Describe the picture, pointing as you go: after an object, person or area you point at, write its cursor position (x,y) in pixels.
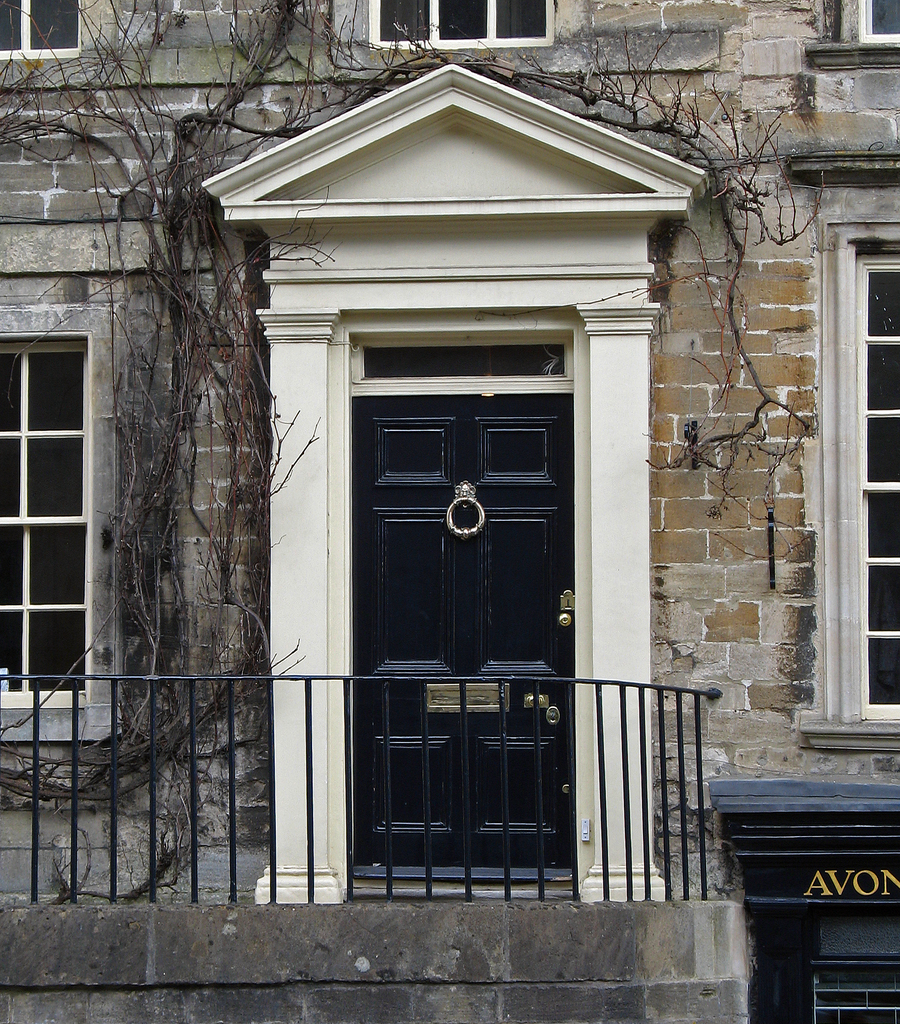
It is a zoomed in picture of the view of a building (390,520) with the door (436,583), windows (21,503), railing (340,798) and also the tree (211,149).
